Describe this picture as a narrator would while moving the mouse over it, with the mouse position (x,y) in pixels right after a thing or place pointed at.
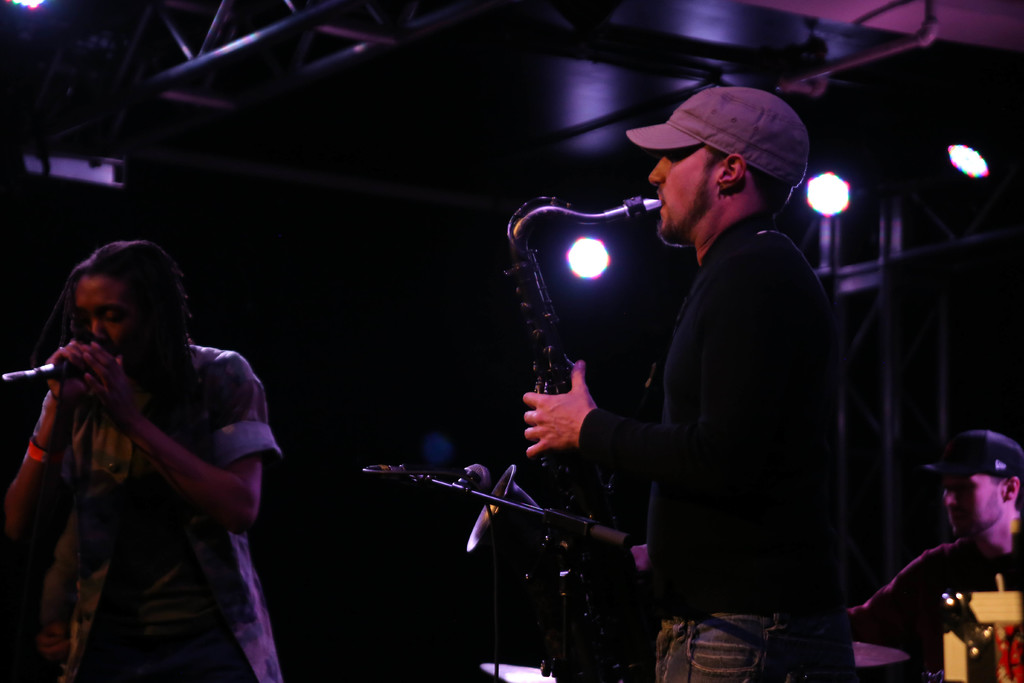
In the center of the image (577,378) we can see two persons (790,417) are standing. Among them, we can see one person (76,456) is holding a microphone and the other person (750,399) is holding a musical instrument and he is wearing a cap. In the background (989,440), we can see a few musical instruments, lights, one person (1012,447) and a few other objects (441,2).
